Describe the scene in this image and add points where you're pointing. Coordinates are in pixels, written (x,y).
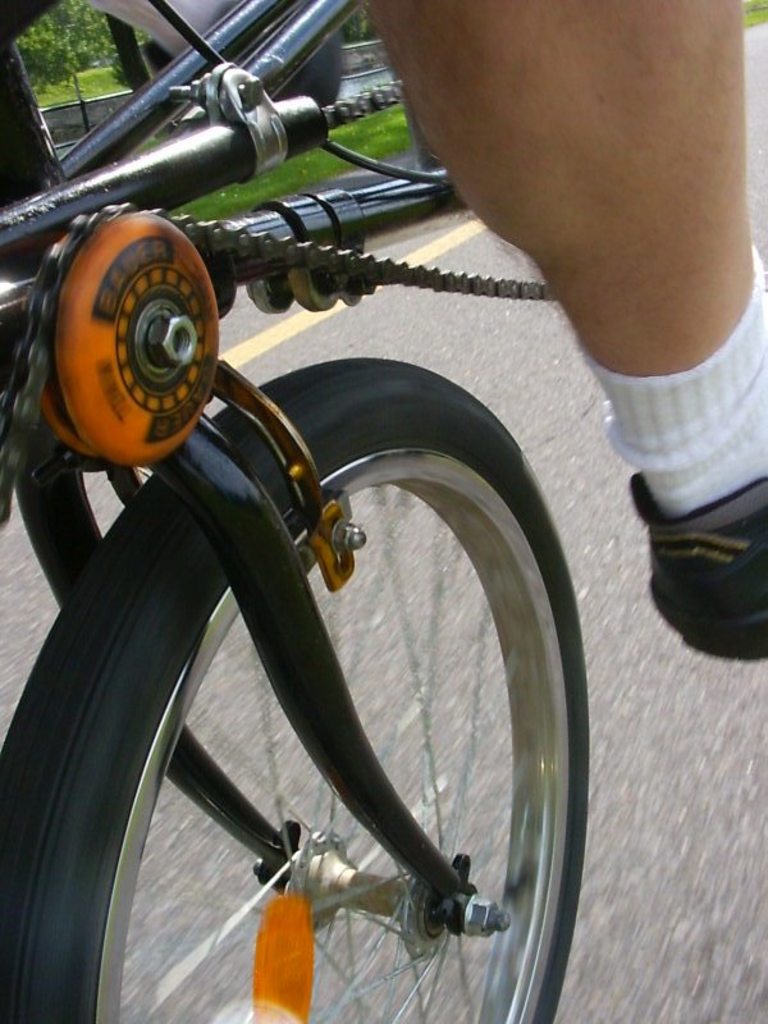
In this image we can see wheel (120,578), rod (294,596), chain (405,265) and person leg (647,205) with shoes (688,561) and socks (692,400).
